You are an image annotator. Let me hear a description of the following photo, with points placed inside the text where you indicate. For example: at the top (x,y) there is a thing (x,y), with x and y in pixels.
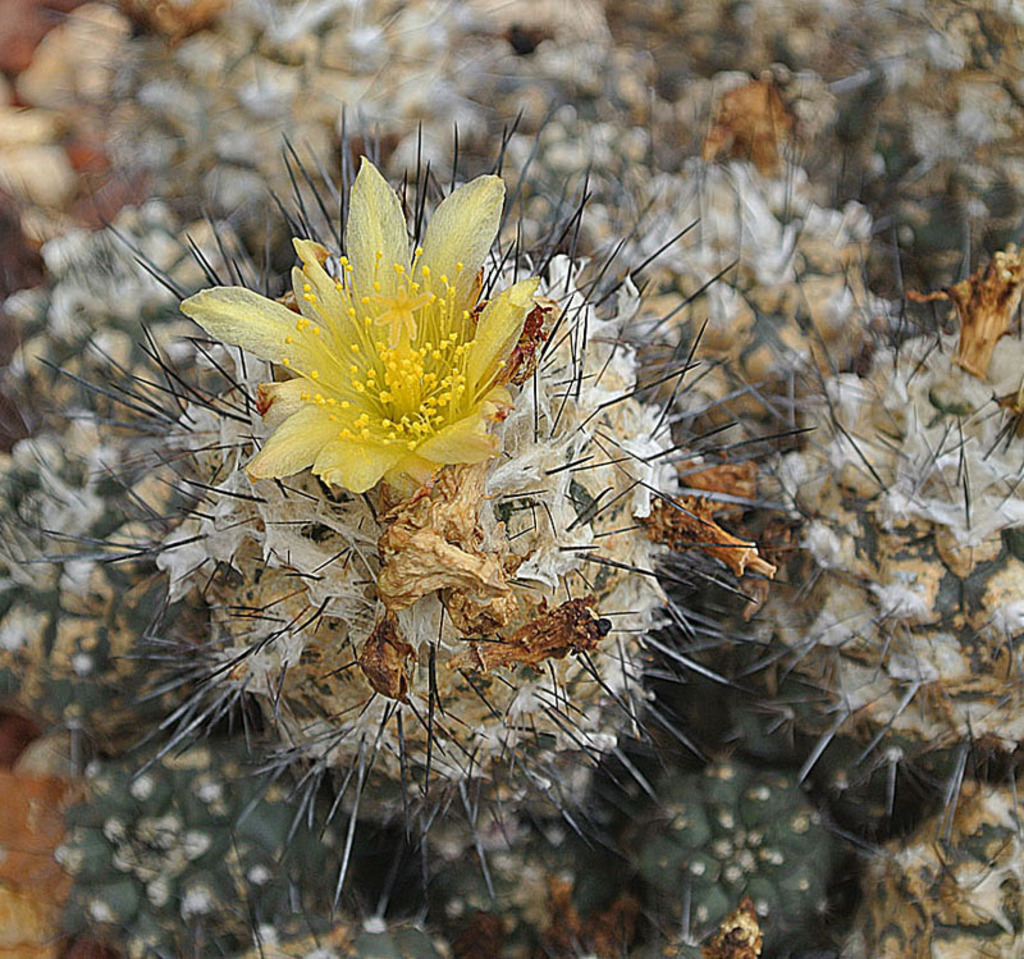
In this pictures, there are cactus plants (741,213) with a flower (455,236).
